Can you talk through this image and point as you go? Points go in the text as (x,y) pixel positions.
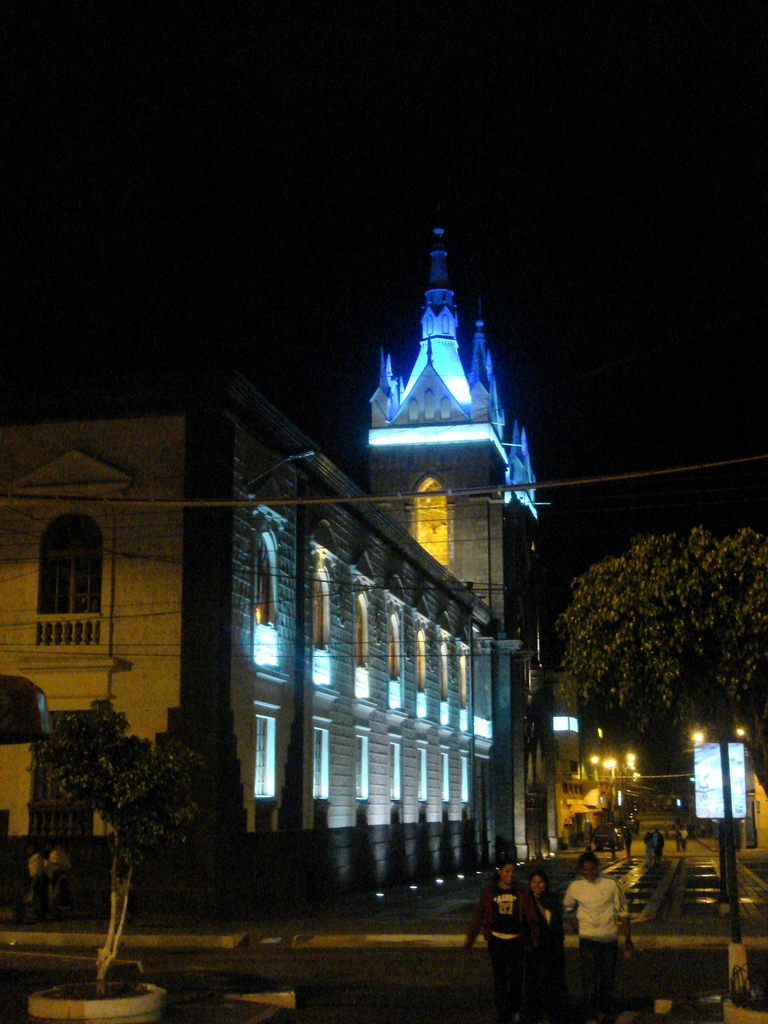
In the picture I can see buildings (328,745), trees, street lights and people (558,999) on the ground (634,997). In the background (708,810) I can see a board (708,789) and the sky (534,216).
